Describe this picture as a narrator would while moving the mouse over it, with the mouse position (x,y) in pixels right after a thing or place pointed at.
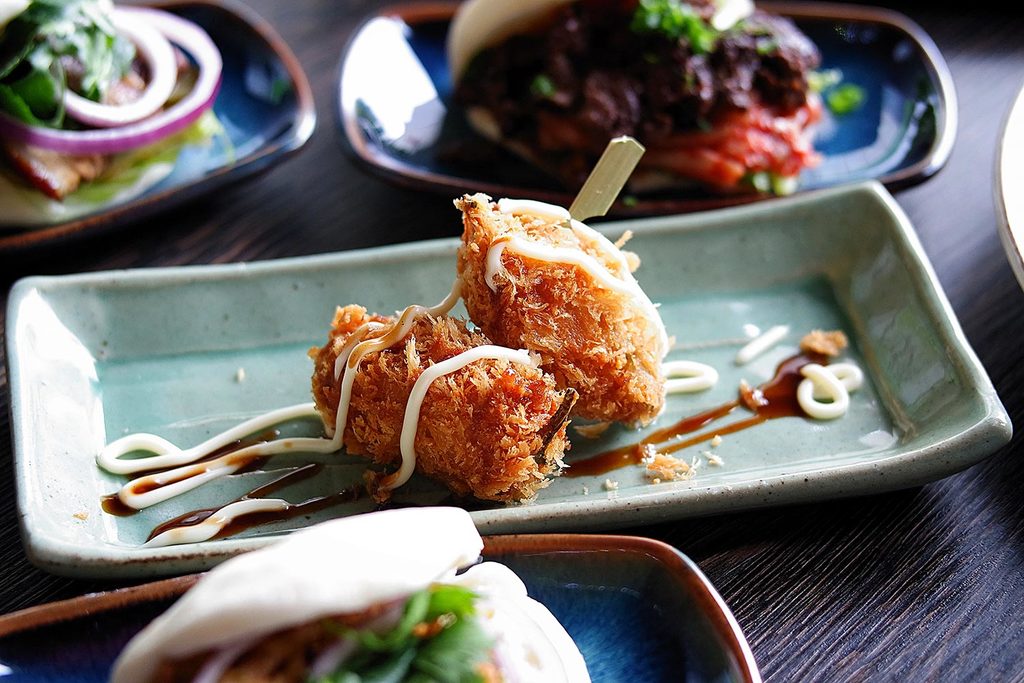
In this image I can see few bowls (246,88) are placed on the table (861,620). On the bowls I can see different food items (542,158).
